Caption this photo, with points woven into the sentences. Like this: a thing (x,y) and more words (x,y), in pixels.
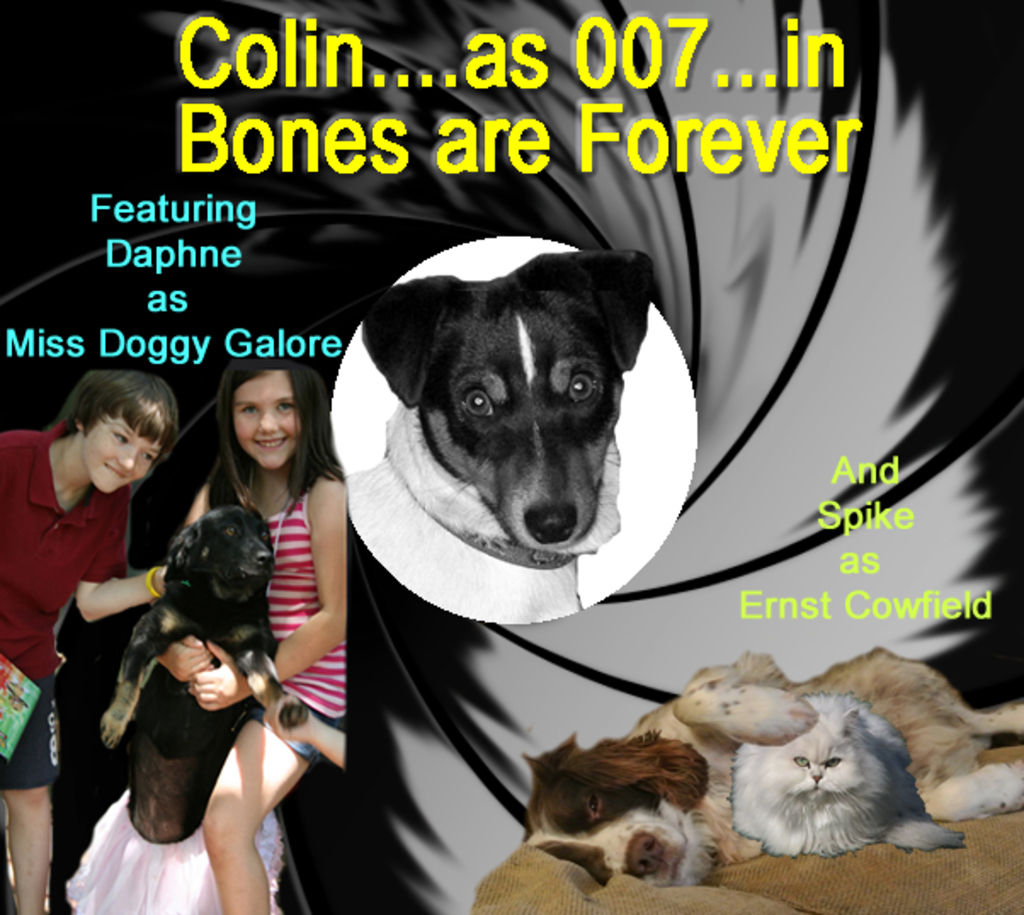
This is a poster (248,558) and in this poster (425,165) we can see dogs (762,726), two people (231,462) smiling, cloth (116,869) and some text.
